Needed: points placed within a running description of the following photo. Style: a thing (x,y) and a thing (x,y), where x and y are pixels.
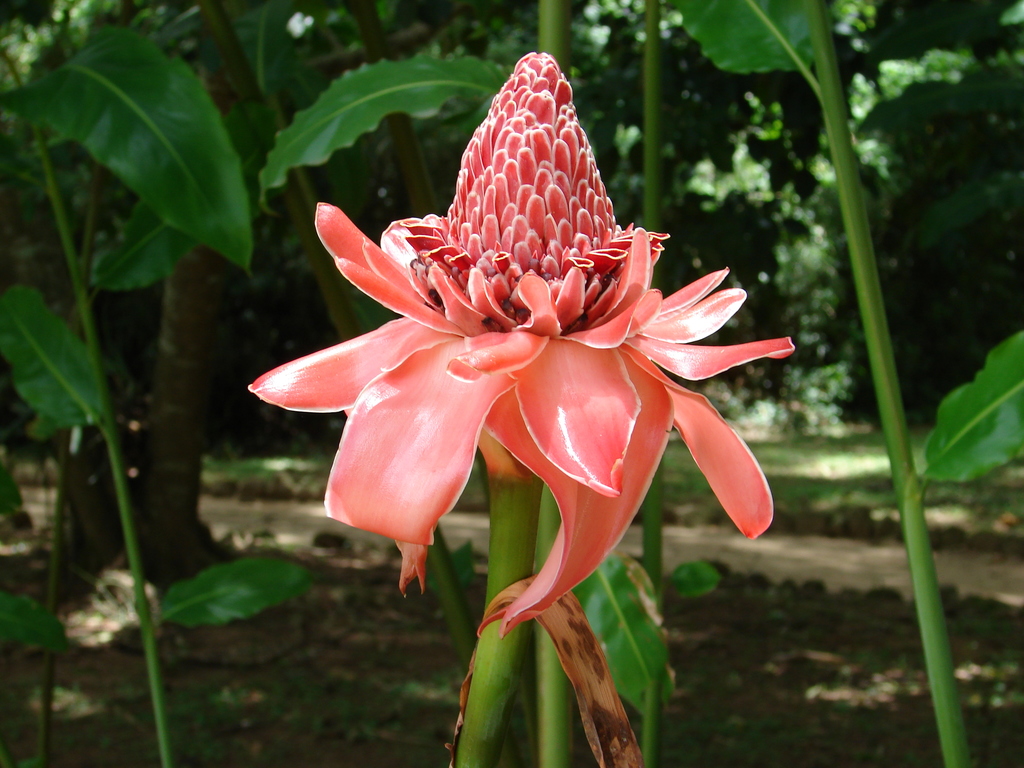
In this picture we can see flower (348,428) and plants (233,595). In the background of the image (1000,273) we can see trees (952,231).
